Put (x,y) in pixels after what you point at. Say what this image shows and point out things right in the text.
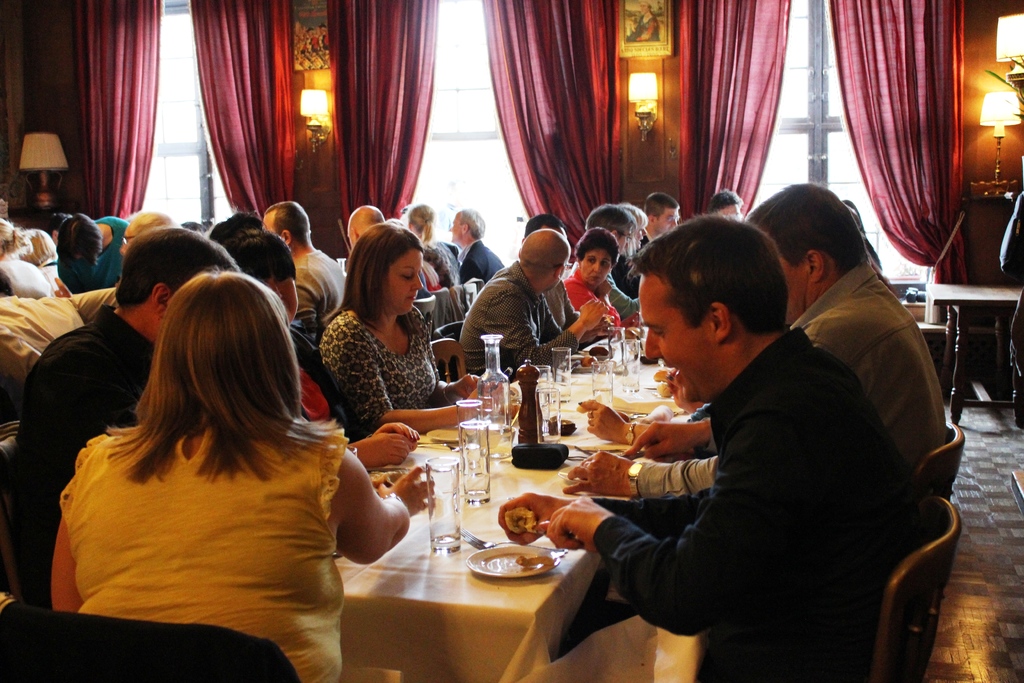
The picture is taken in a closed room (355,285) in which people (403,321) are sitting on the chairs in front of their tables (524,473) and on the table (467,552) there are glasses (475,418), bottles (497,445), plates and spoons (493,541) in front of them and behind the people (280,217) there are big curtains (403,129) with windows (500,242) and lights (652,119) on the wall (629,129) and at the right corner of the picture (944,384) there is one empty table (953,386) and at the left corner of the picture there is one table lamp (39,195).
